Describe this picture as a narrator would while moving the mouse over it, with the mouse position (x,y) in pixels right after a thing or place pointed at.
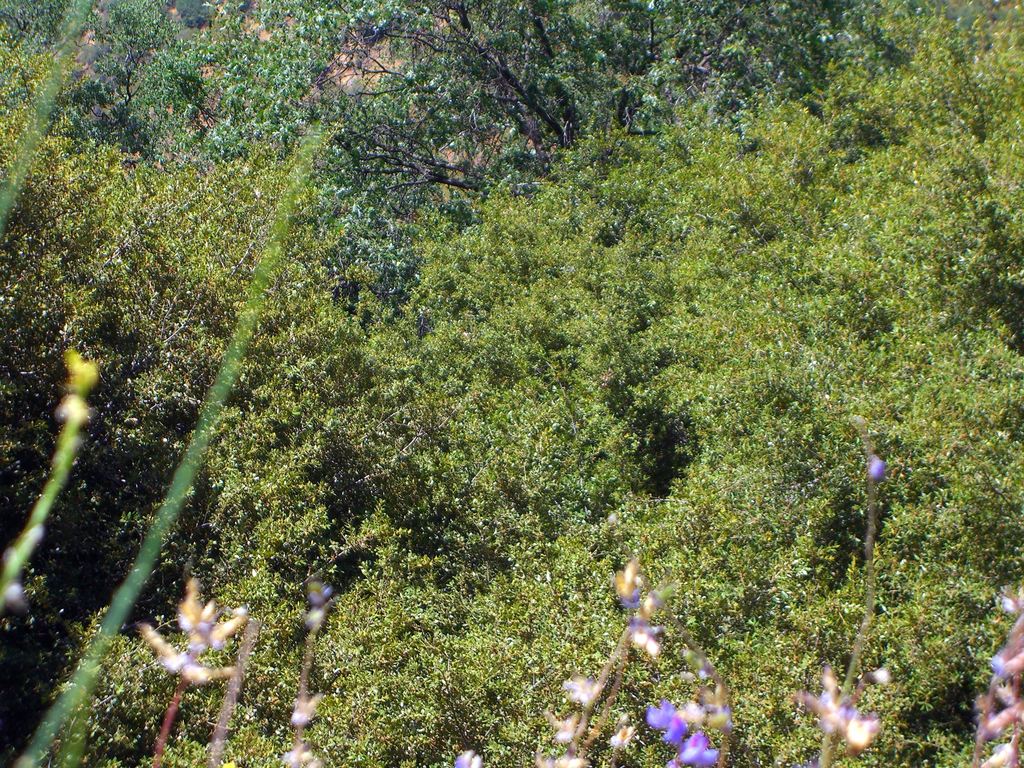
In this image there are trees (497,222) with the green leaves (412,226). At the bottom (171,700) there are flowers (705,709) of different colors.
